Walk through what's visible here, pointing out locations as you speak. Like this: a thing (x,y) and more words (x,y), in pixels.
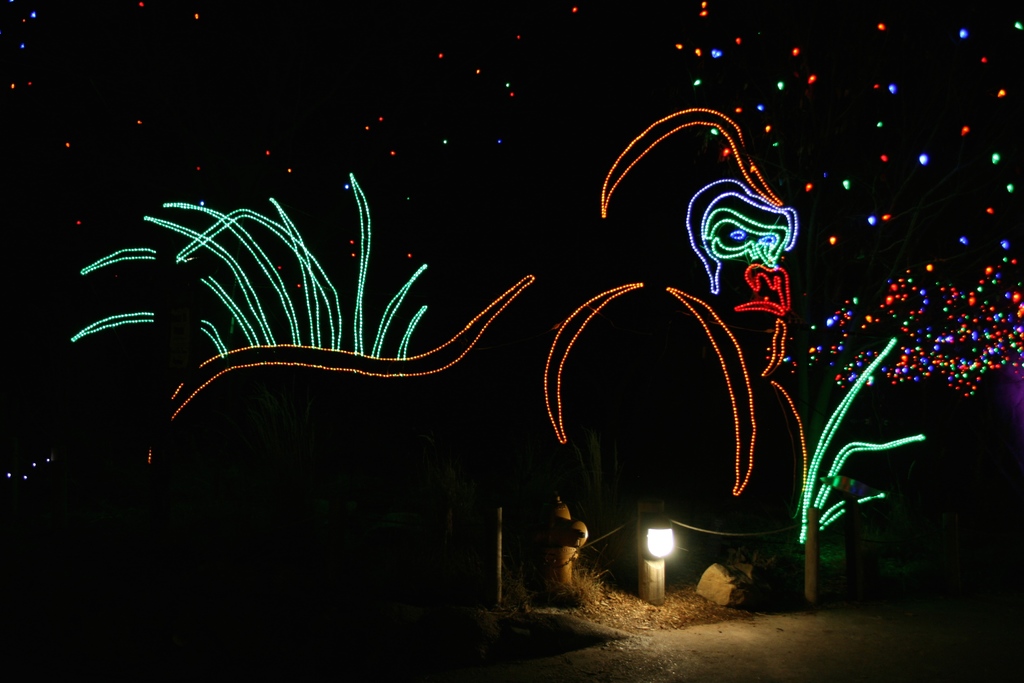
In this image, I can see the picture of a gorilla (763,334), which is decorated with the lights (419,375). This looks like a fire hydrant (559,560). This is the rock (742,584). I can see a light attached to the small pole (646,550).
